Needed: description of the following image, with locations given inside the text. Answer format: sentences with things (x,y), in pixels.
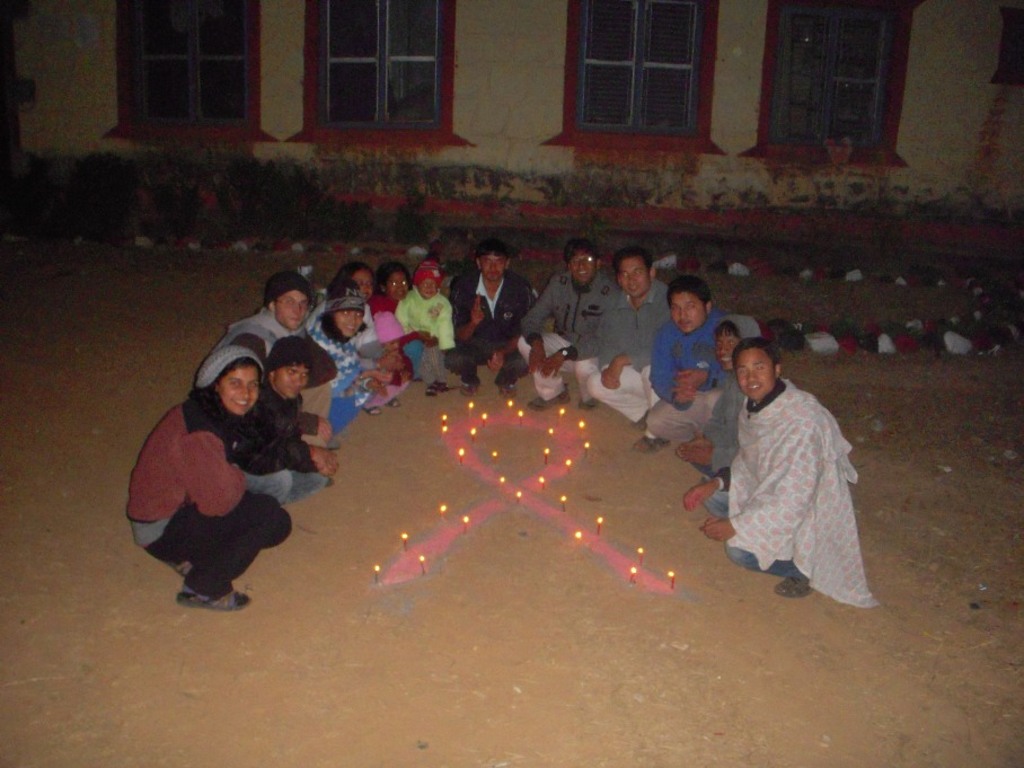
In this image we can see some group of persons (354,361) crouching down on the ground (309,515), there are some candles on the ground (479,667) and in the background of the image (548,172) there is house (387,143) and some plants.
